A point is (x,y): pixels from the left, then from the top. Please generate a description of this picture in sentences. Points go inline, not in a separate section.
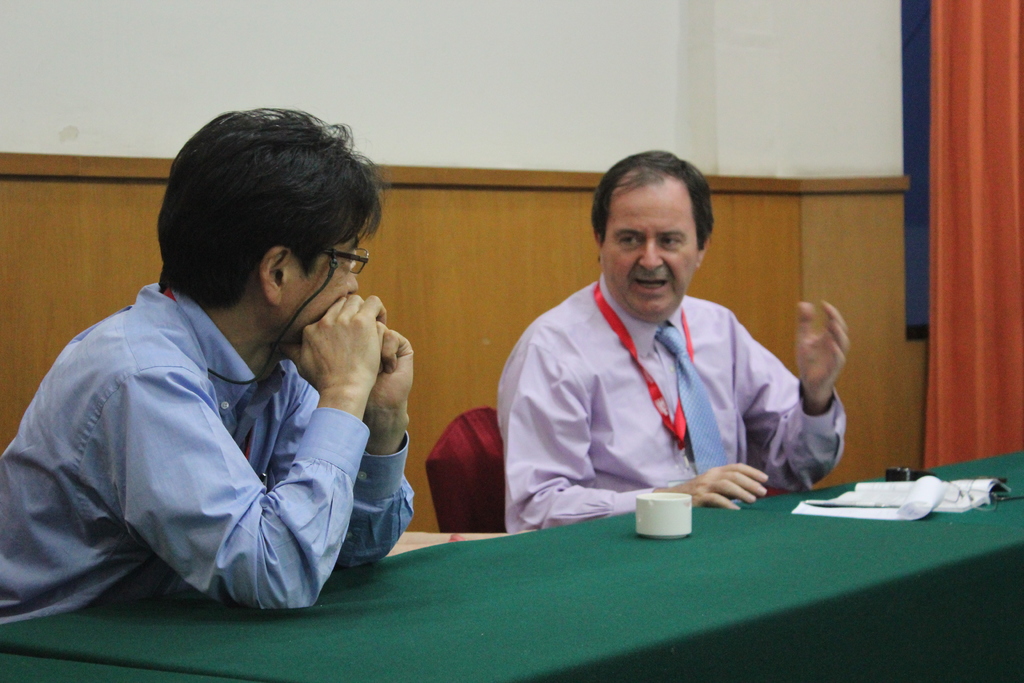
The picture is from a meeting. In the foreground (694,555) there is a desk (737,586), on the desk (935,520) there is a book (873,505), cup (674,505). In the center of the image (577,420) there are two men (405,370) seated, one in the center (649,283) is talking. On the right (985,46) there is a curtain (961,360). In the background (130,92) there is a wall (508,88). chair (468,450) is red.
